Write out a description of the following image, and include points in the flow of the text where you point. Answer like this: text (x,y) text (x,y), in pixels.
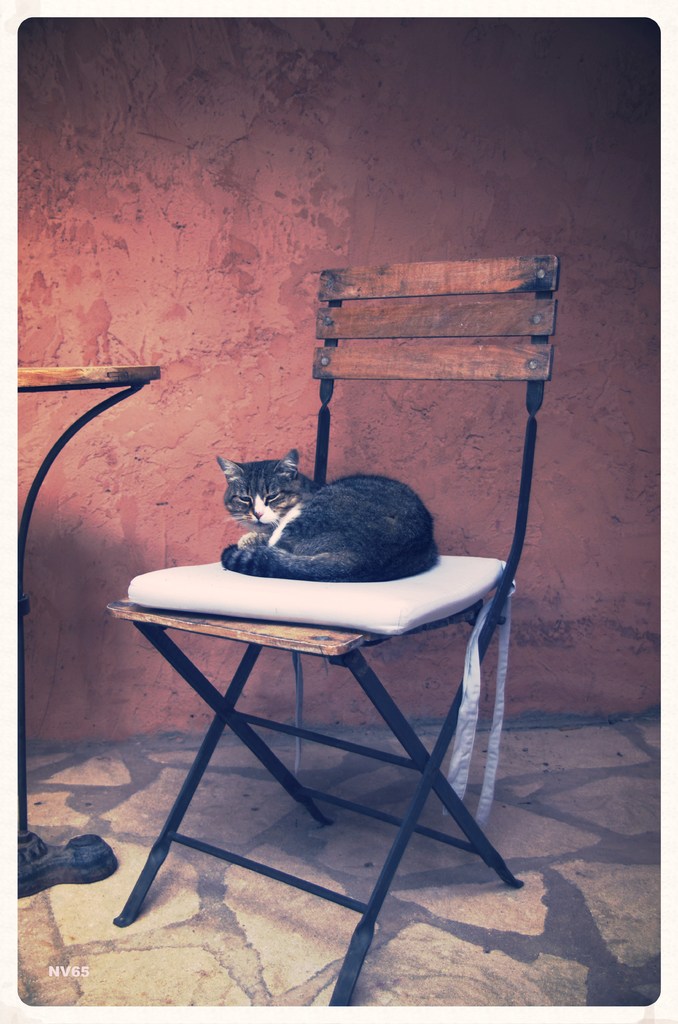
In this image I can see a chair (286,626), on the chair (322,636) I can see a pillow (298,597) and on the pillow (225,597) I can see a black color cat (314,527) and there is a wall (97,209) visible on the background (128,215).
